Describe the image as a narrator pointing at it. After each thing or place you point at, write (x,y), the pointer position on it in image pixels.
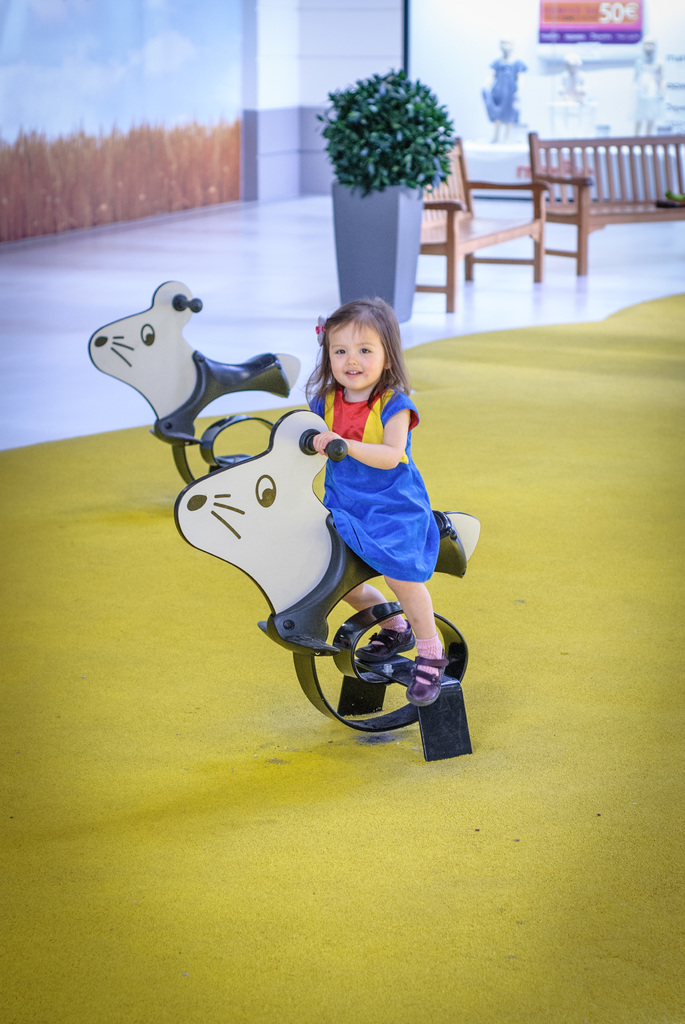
In this picture we can see the small girl (365,463) wearing a blue dress (366,489) is sitting on the toy mouse (288,582). Behind there is a wooden bench (636,194) and planter pot (382,272). In the background (652,75) we can see some statue (511,79) in the shop (478,85).
